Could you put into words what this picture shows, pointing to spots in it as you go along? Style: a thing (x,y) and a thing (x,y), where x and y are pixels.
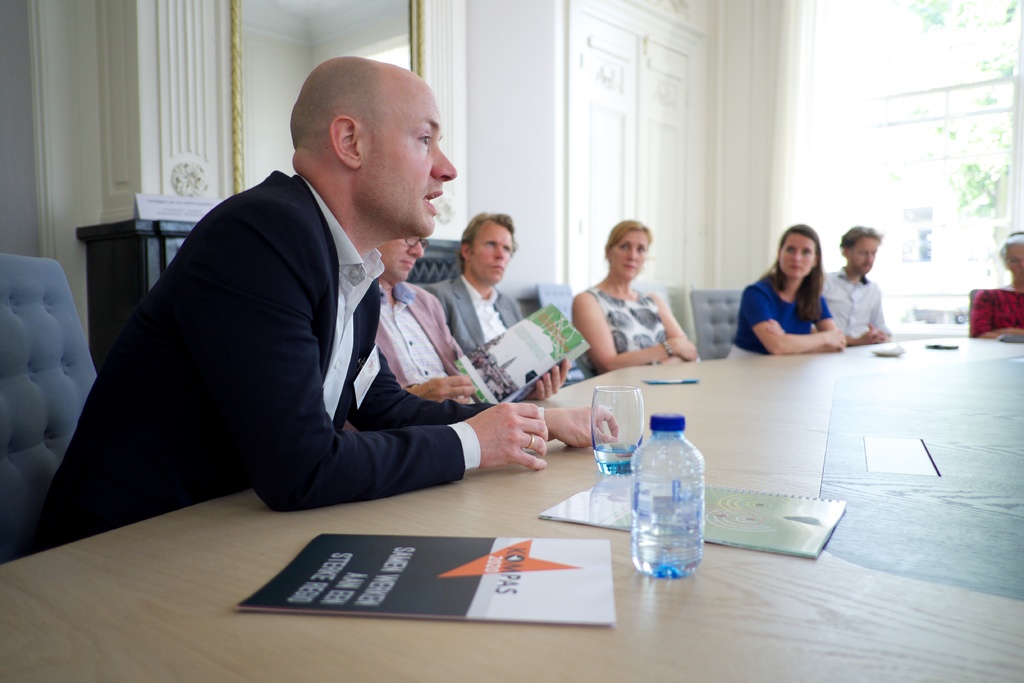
In this image we can see a group of people (475,441) sitting on the chairs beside a table (662,393) containing some books (742,536), glasses (638,403) and a bottle (676,529) on it. We can also see a man (449,370) holding a book (533,356). On the backside (141,248) we can see a name board (164,219) placed on the mantel (174,229). We can also see a wall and a window (851,189).
